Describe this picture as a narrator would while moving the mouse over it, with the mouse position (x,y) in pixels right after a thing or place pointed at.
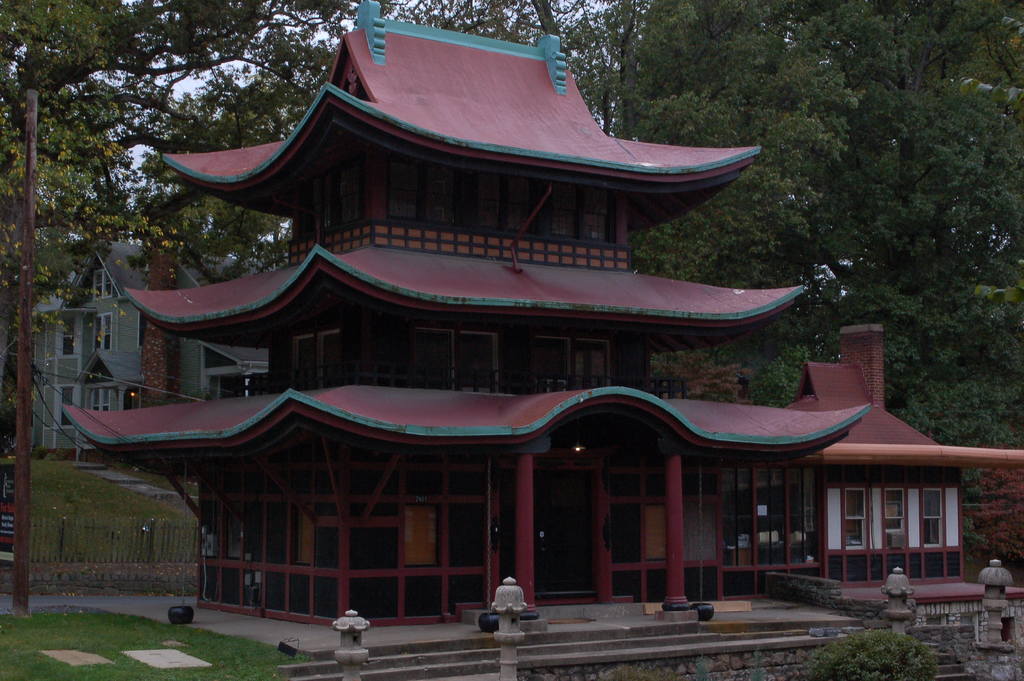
In the middle (575,374) it is a house (356,267) which is in red color, in the right side (882,160) there are green trees (948,210).
